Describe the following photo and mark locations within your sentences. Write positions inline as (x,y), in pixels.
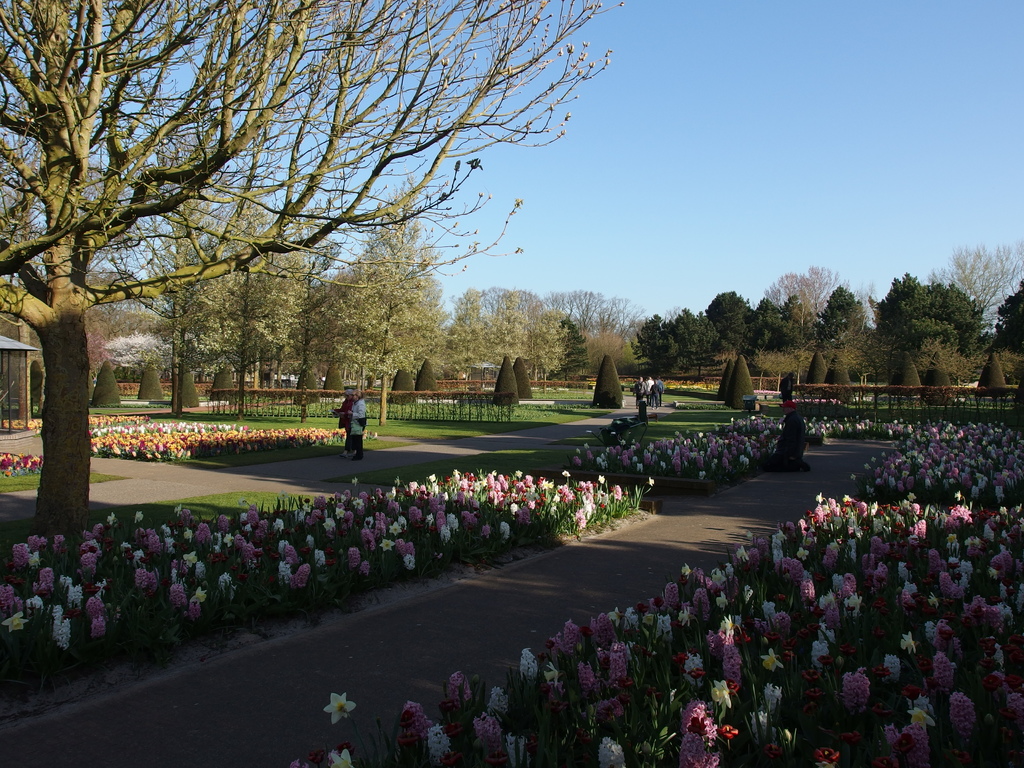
In the right bottom of the picture (764,648), we see plants (698,582). These plants (698,582) have flowers (494,724) and these flowers (888,663) are in white and pink color. Beside that, we see the road (248,663). Beside that, there are plants (268,510). In the middle of the picture (347,409), we see two people (360,397) are standing. Beside them, we see plants (206,453) which have white and yellow flowers (165,434). On the left side (72,167), we see a tree (76,358). There are trees (524,335) in the background (771,340). We see people (652,378) are walking. At the top of the picture (864,225), we see the sky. This picture is clicked in the garden (669,490) or in the park (109,410).
